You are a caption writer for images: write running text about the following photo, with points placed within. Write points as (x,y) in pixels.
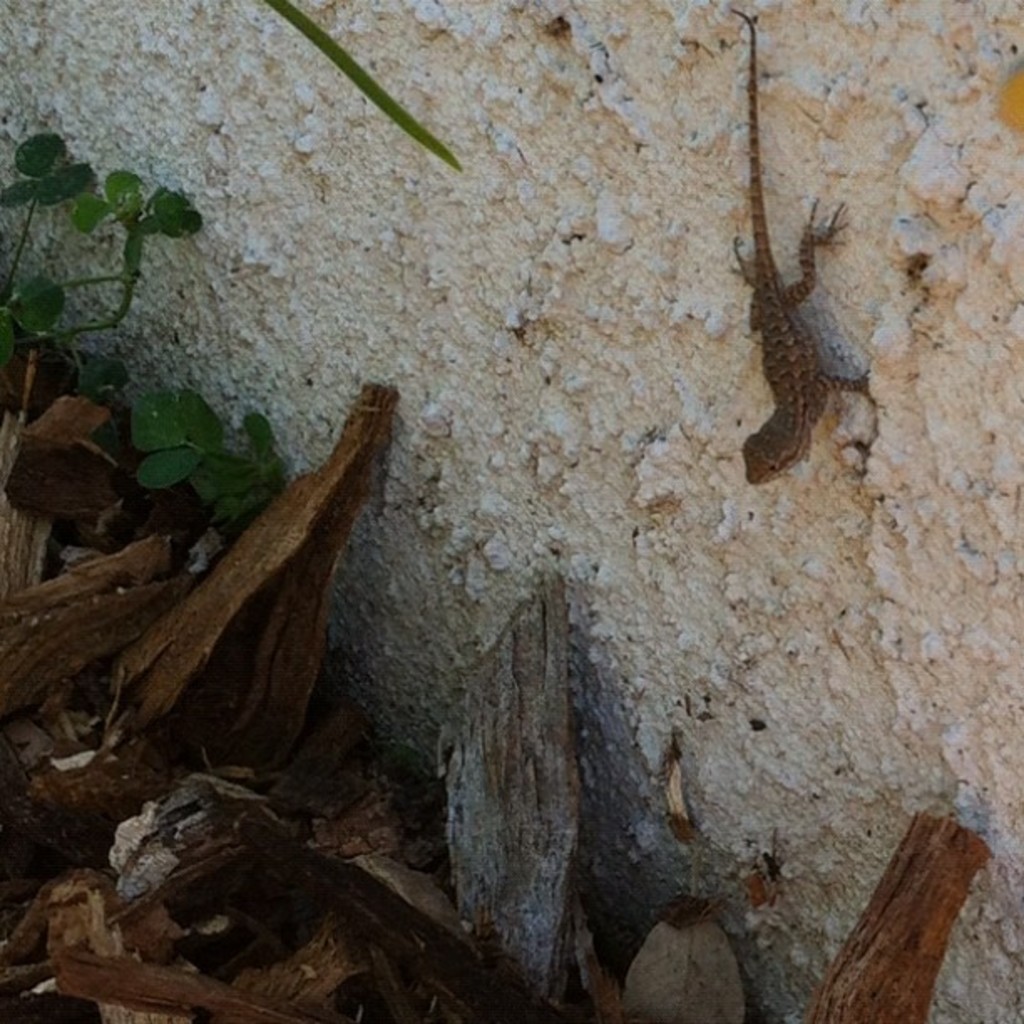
In this image we can see a lizard (773,379) on the wall (693,409). At the bottom (161,878) there are logs (348,767) and a plant (166,410).
